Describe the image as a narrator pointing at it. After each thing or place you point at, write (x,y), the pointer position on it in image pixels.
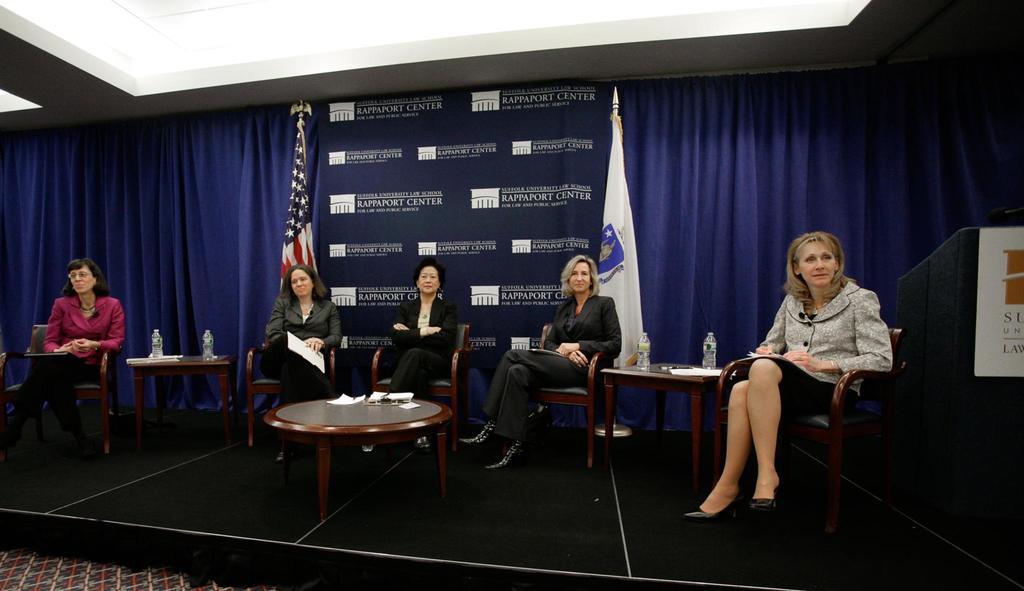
In the given image we can see five women (409,329) sitting on chair (447,378) and facing the camera. There are two flags (612,221) back of them of different kinds. There is a table (662,373) on which bottles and papers (681,369) are kept. There are curtains (730,185) which are in blue color.
